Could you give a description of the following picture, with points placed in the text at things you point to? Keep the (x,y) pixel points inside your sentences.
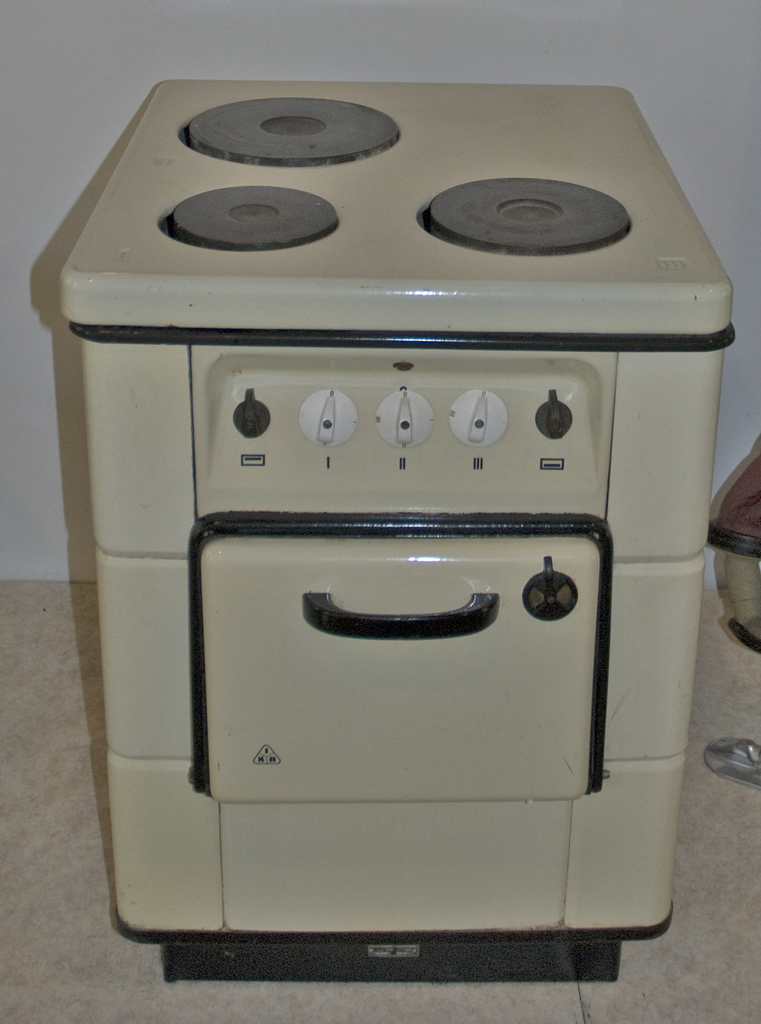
In this picture we can observe a kitchen stove (269,288) which is in white color. This is placed on the floor (27,775). In the background (29,305) we can observe a white color wall (626,82).
